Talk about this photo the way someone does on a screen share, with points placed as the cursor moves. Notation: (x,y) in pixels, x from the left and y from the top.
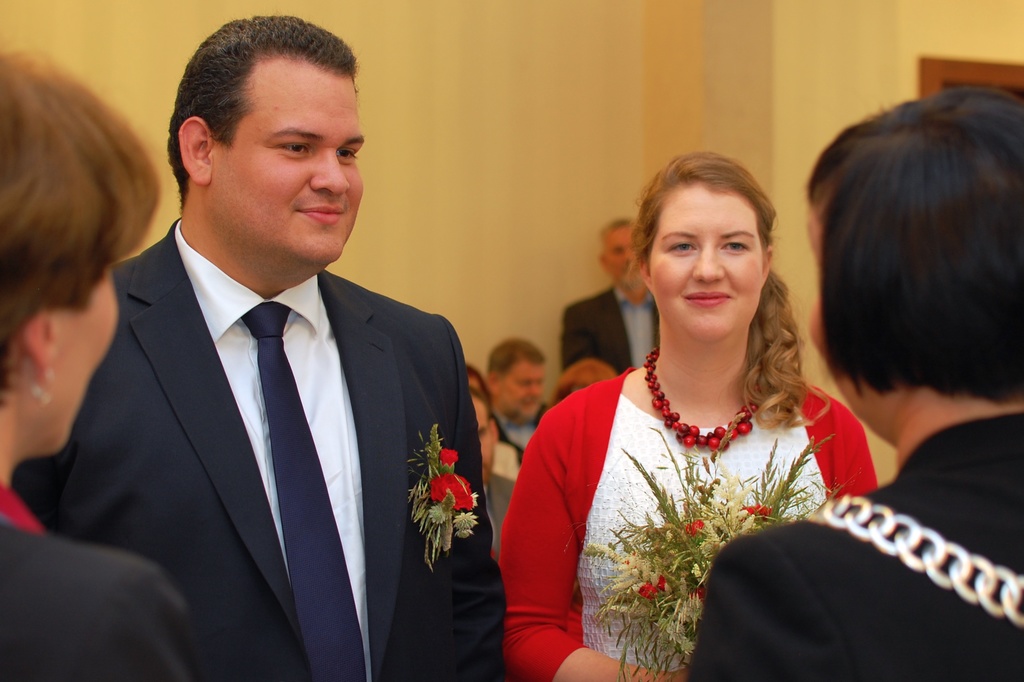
In the middle of the image (674,274) we can see that a man (350,169) and a woman (677,257) are standing on the floor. In the background (507,119) we can see wall (519,114) and persons (515,364) sitting.
